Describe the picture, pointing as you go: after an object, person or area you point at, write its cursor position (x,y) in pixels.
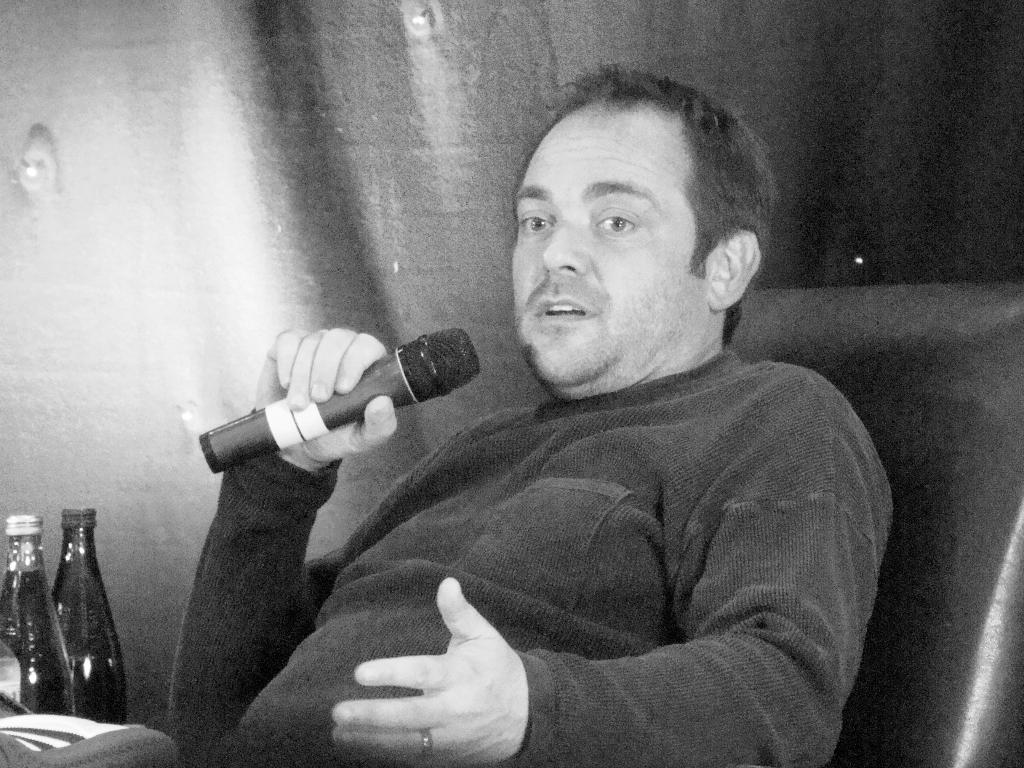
In this picture a man (841,406) is seated and talking. He is holding a microphone (413,355). On the left (4,616) there are two bottles (75,629).
